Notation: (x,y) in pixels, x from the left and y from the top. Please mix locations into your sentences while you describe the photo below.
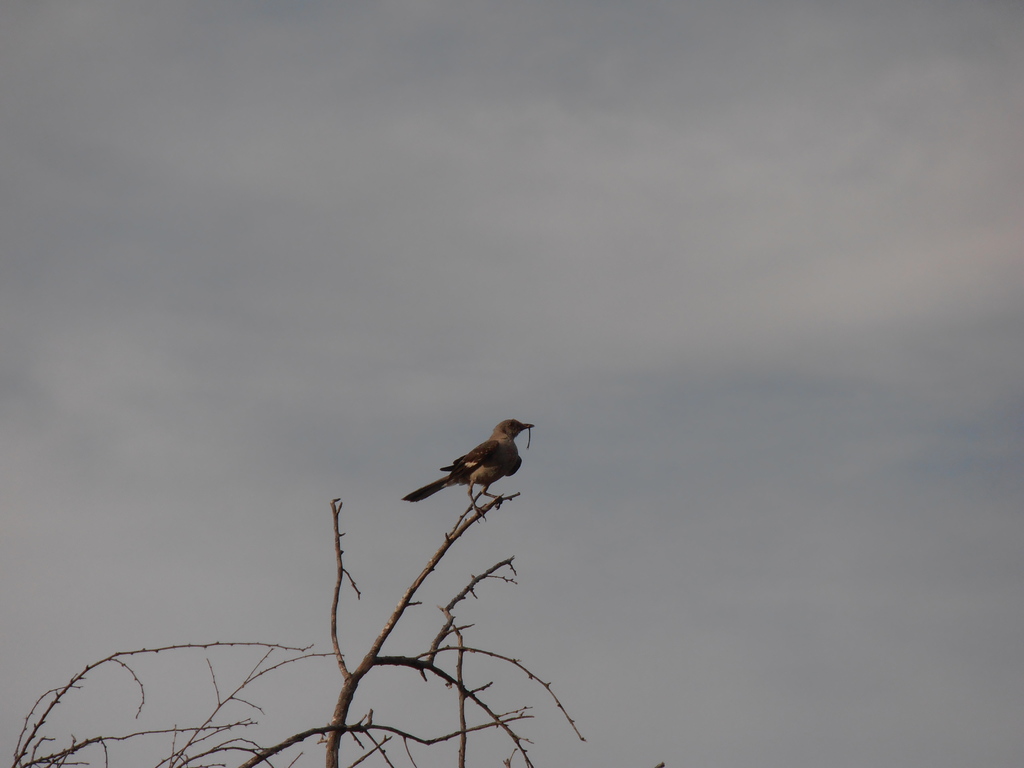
There is a bird (489,456) on a branch (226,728) of a tree (329,753). In the background (529,320) there is sky (494,374).
